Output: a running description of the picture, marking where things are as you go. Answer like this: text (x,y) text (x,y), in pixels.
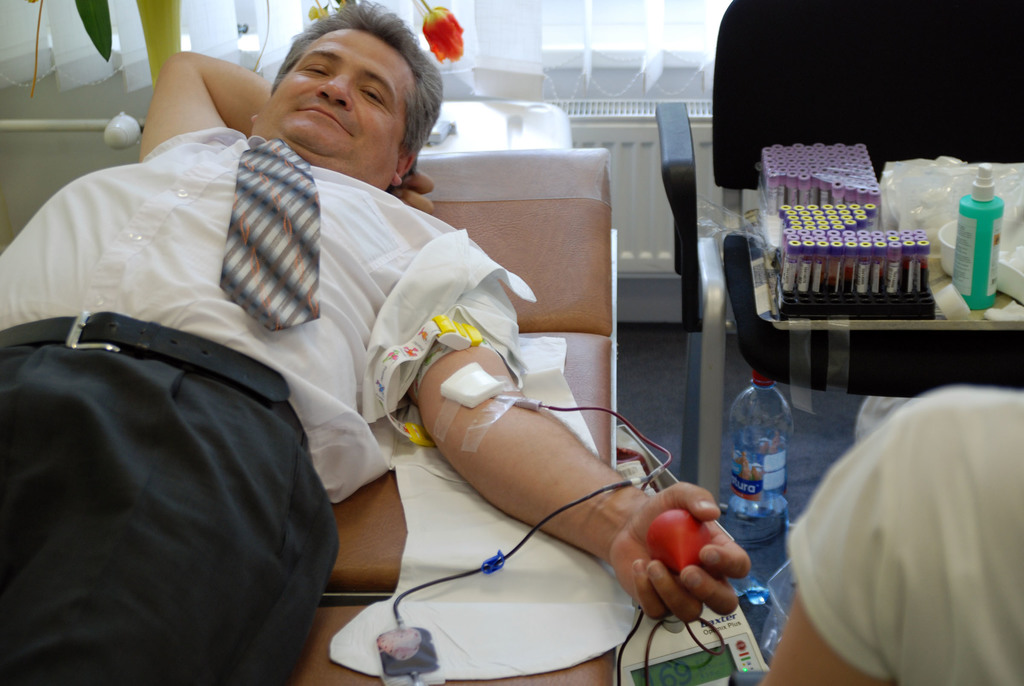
In this image i can see a man (243,375) is lying on a bed (342,671) holding an object (659,537) in his hand (645,557). I can also see there is a water bottle (763,443) and few other objects (842,207) in the box (847,294).
